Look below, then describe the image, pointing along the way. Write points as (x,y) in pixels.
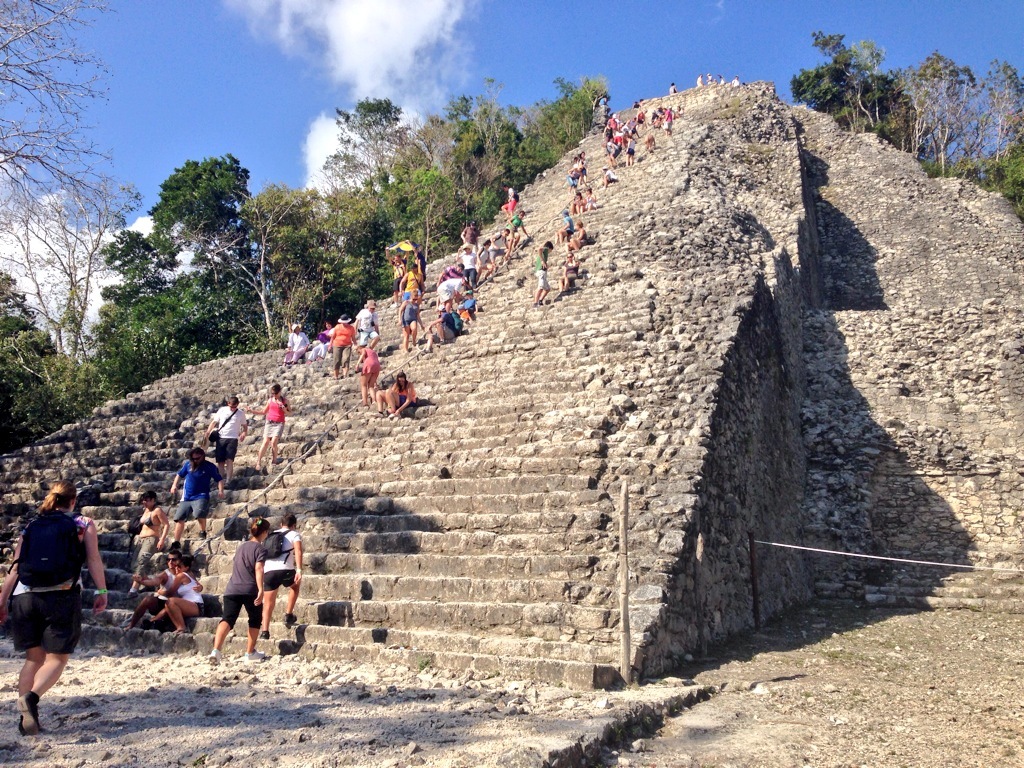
In this image, there are some persons (440,291) wearing clothes (322,346) and climbing steps (435,363) on the hill (637,219). There are some trees (436,164) in the middle of the image (356,274). There is a sky (525,36) at the top of the image (461,76).
